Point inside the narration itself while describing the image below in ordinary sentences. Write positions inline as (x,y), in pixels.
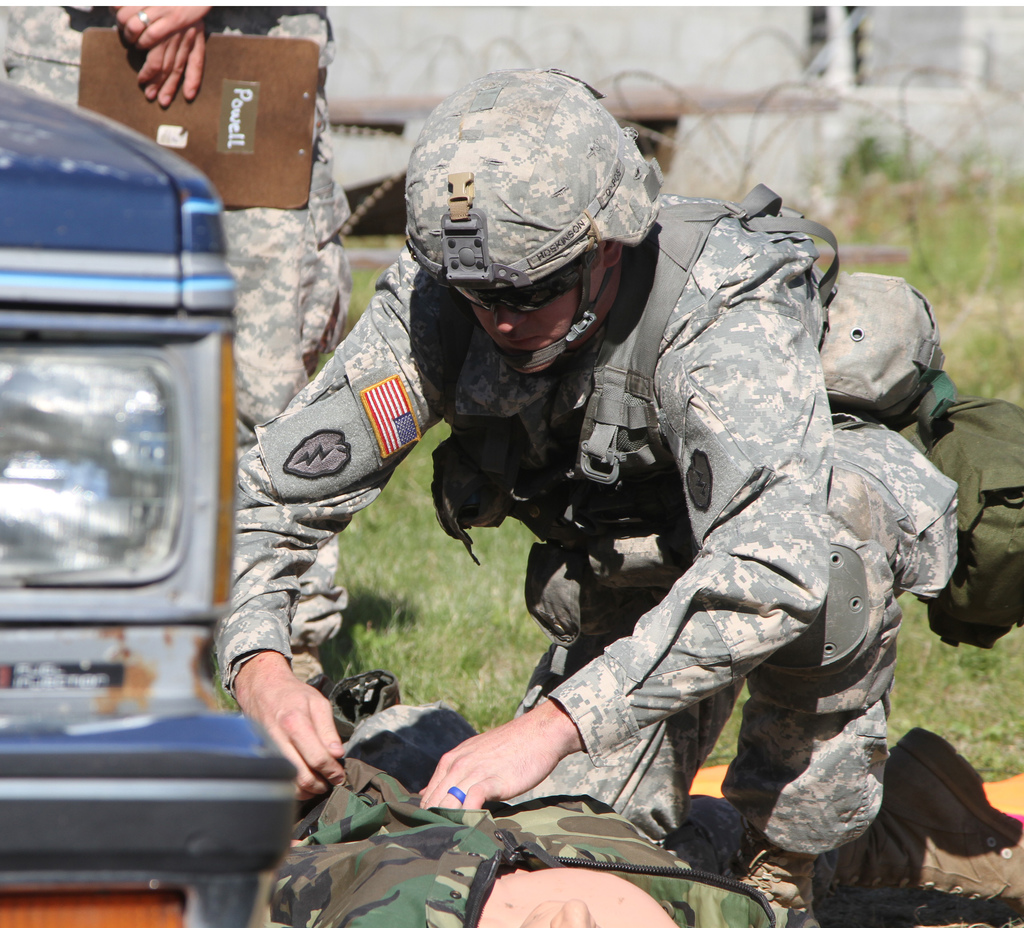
In this image we can see three persons (654,416), among them one person (746,536) is sitting in squat position and the other person (477,872) is lying on the ground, also we can see another person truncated and holding an object (204,80), in the background (732,47) we can see a building (829,79) and the grass (859,183).
